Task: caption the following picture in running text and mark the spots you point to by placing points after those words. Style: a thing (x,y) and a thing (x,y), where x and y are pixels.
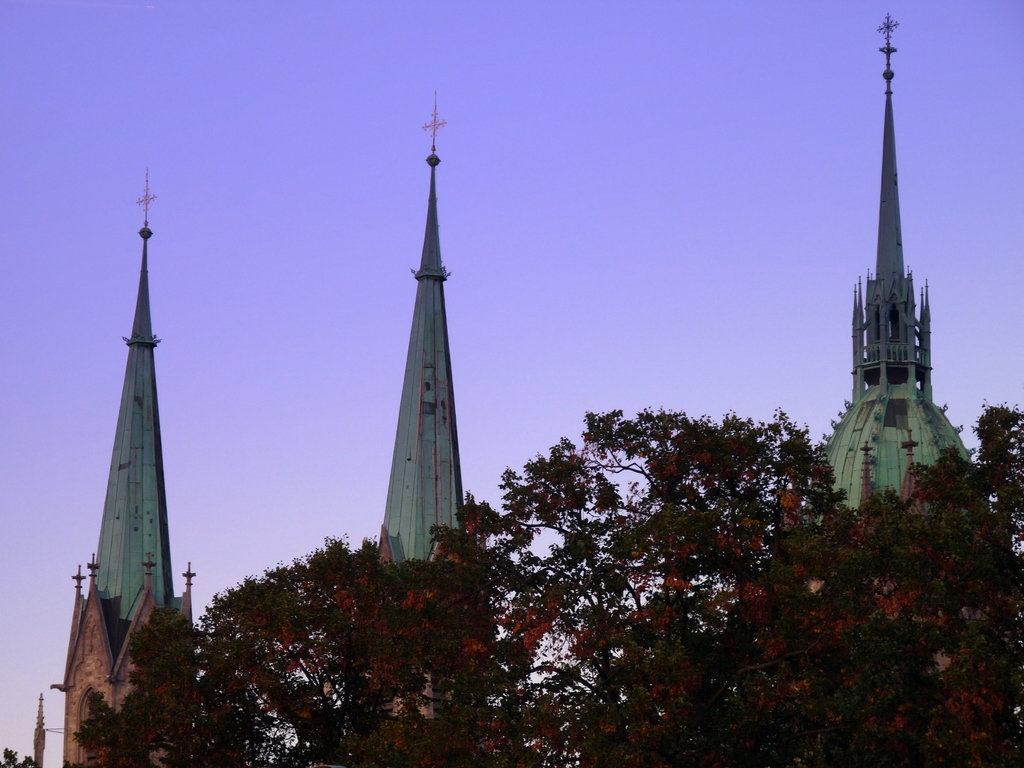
In this image we can see buildings (903,403). Also there are trees (463,592). In the background (542,82) there is sky (201,106).
